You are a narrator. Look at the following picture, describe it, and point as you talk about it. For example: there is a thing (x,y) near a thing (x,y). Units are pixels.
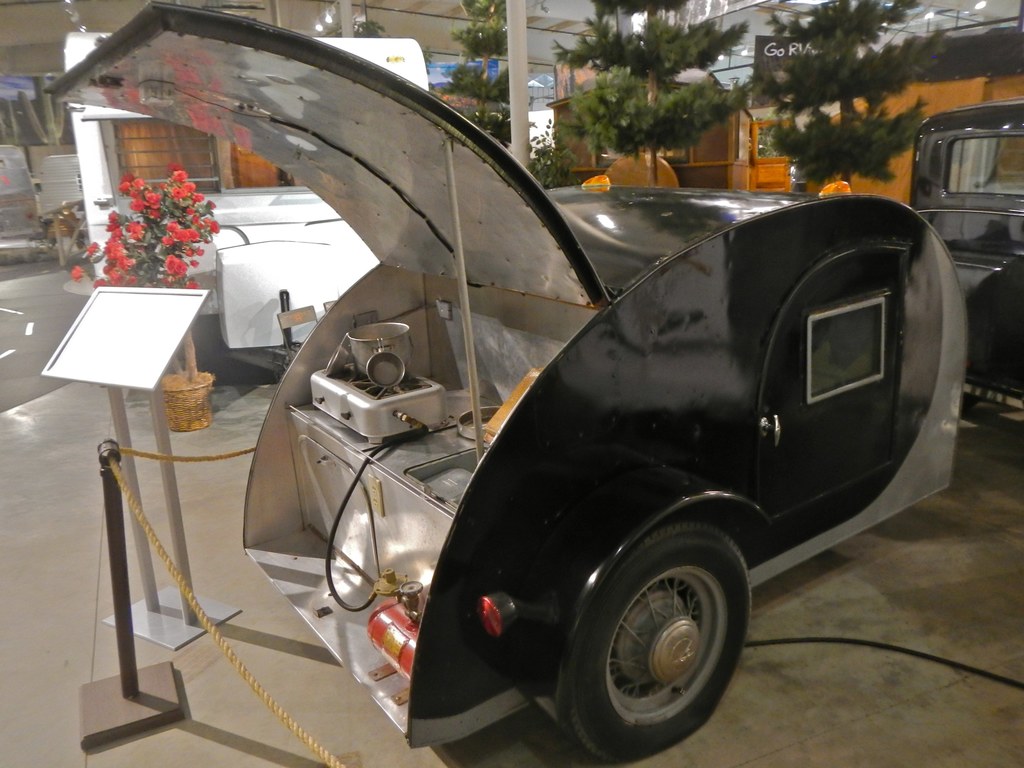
In the background (623,75) we can see trees (817,81), pillars (514,69). Here we can see a small trailer (545,405) and a container (373,376) on a stove (351,377). We can see a podium (138,319) near to a trailer (795,325). We can see ropes (126,494) and a stand (113,482). We can see flower plant (182,213) with pot (190,408).
